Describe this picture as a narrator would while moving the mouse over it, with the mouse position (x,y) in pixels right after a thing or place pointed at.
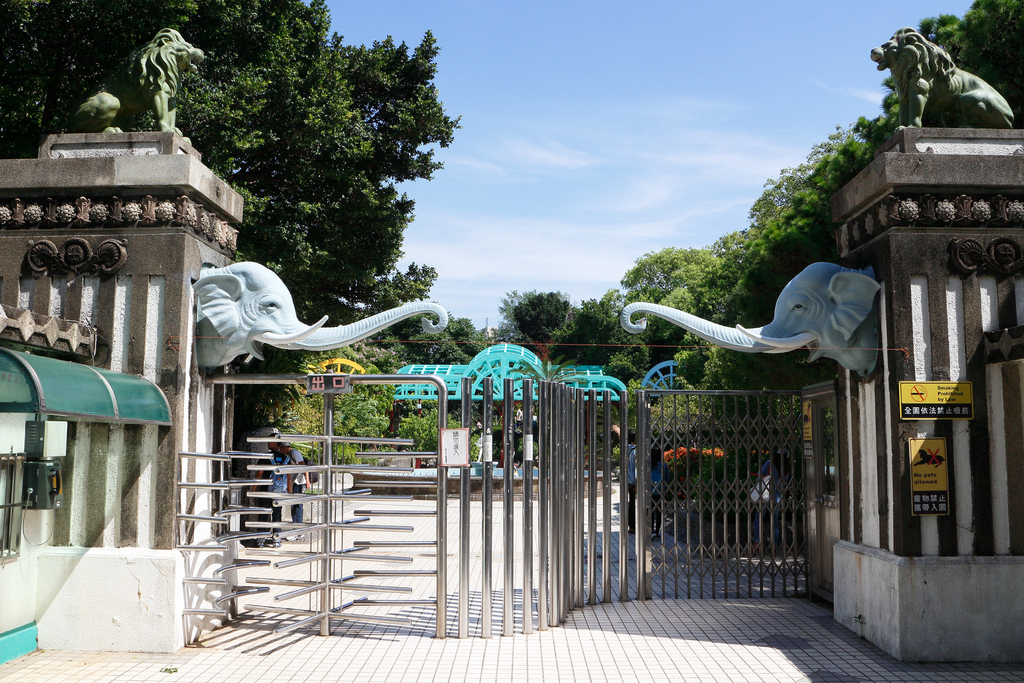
In this picture we can able to see a gate (449,493), there are two elephant sculptures (778,323), on top (949,74) of it we can able to see two lion sculptures (915,82), we can able to see few trees (670,302), we can see two sign boards (941,487), and also we can see a telephone (48,479), and there is a rooftop (60,393) over it, and we can able to see a sky (580,68).
